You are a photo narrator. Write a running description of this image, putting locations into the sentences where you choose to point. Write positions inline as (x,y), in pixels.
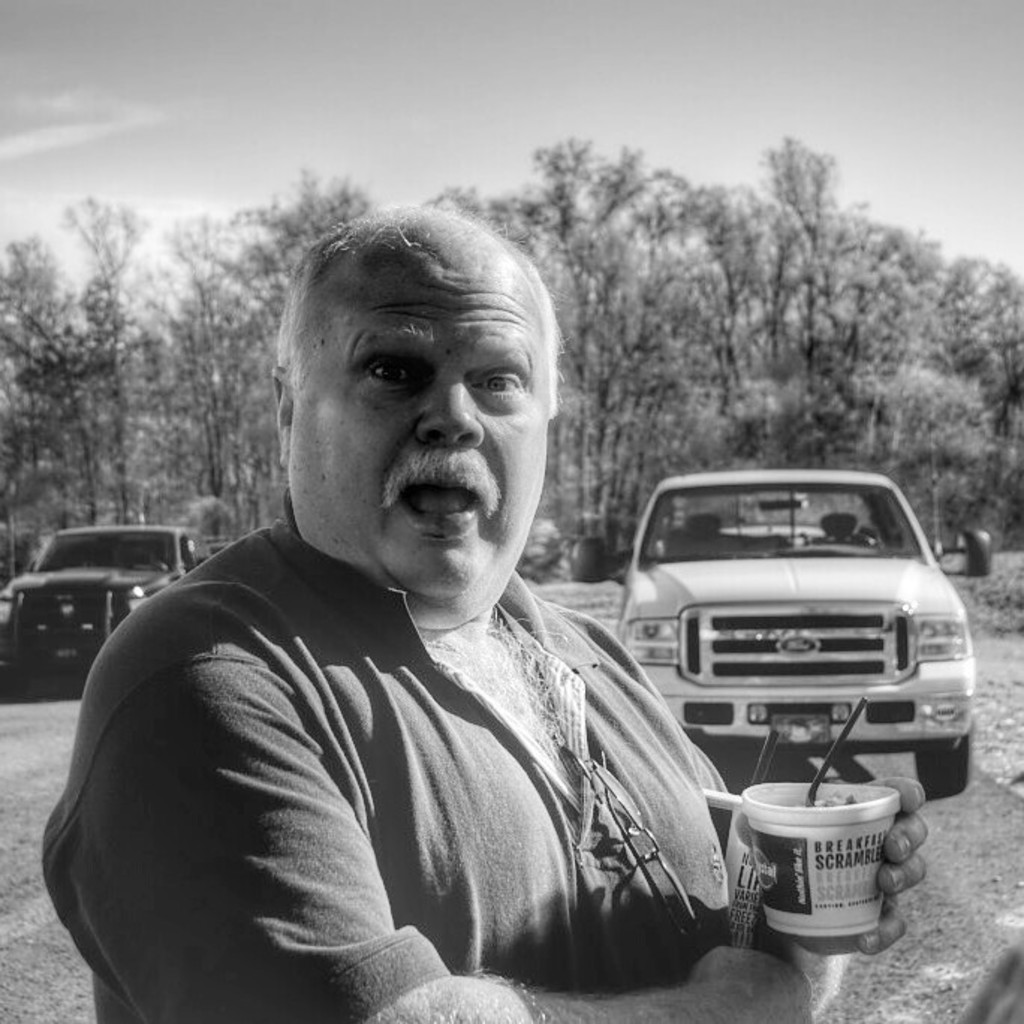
In this image we can see a black and white image. In this image we can see a person (583,809), glass (794,818) and other objects (750,810). In the background of the image (946,402) there are vehicles (66,550) and trees (961,363). At the top of the image (115,160) there is the sky (458,169).
